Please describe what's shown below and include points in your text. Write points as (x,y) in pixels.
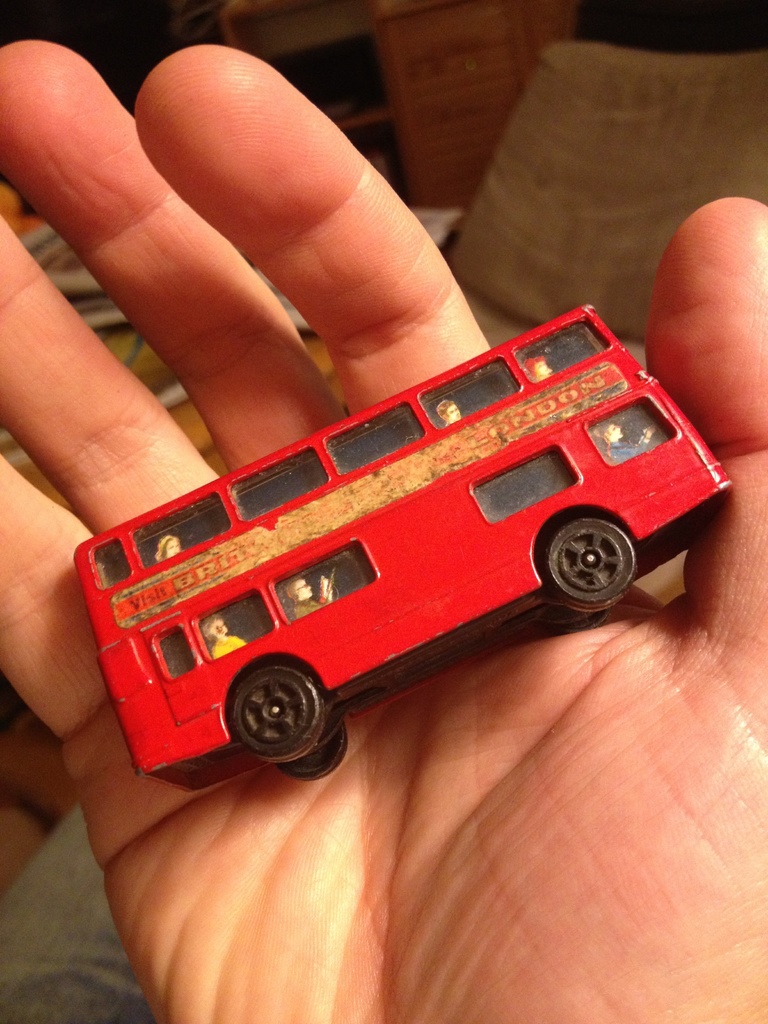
In the center of the image (259,386) we can see a person hand (562,730) and holding a toy (431,473). In the background of the image (581,259) we can see books (102,291), chair (544,264), cupboard (457,60) and some objects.
